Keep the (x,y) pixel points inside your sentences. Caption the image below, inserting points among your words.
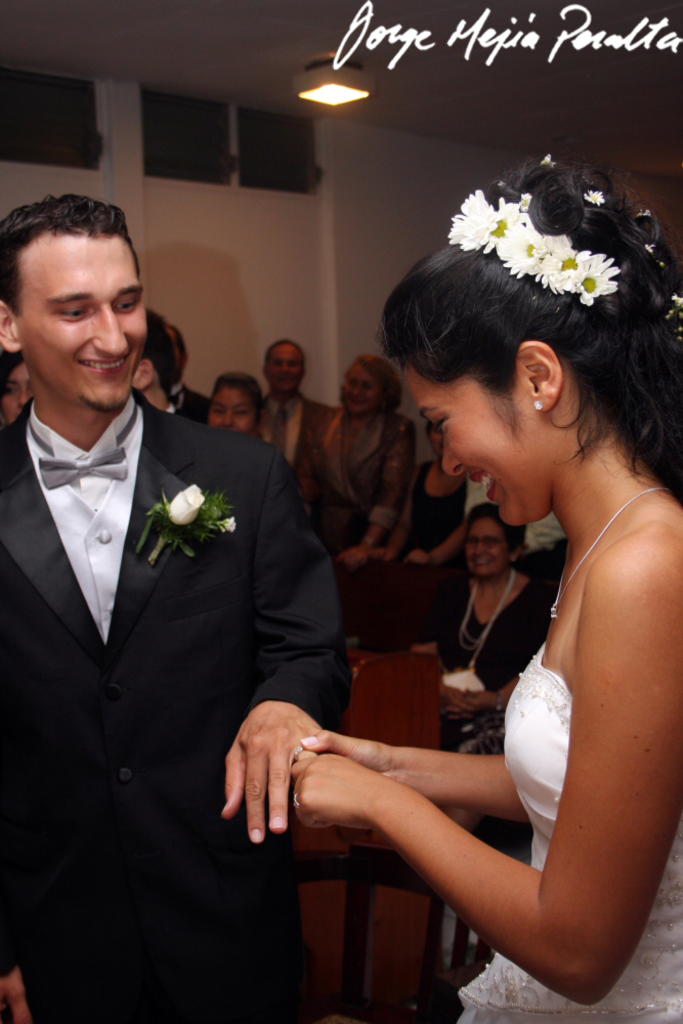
Here in this picture, in the front (125,444) we can see a man (178,442) and a woman (464,892) standing on the floor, as we can see they are the bride (483,785) and groom (188,618) and the man (128,653) is wearing a black colored suit (124,618) and the woman (579,702) is wearing white colored dress (471,1013) and both of them are smiling and the woman (409,787) is placing the ring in the man's finger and behind them we can see other number of people (334,523) standing and sitting over the place and at the top (333,98) we can see a light (340,103) present on the roof (489,67).
